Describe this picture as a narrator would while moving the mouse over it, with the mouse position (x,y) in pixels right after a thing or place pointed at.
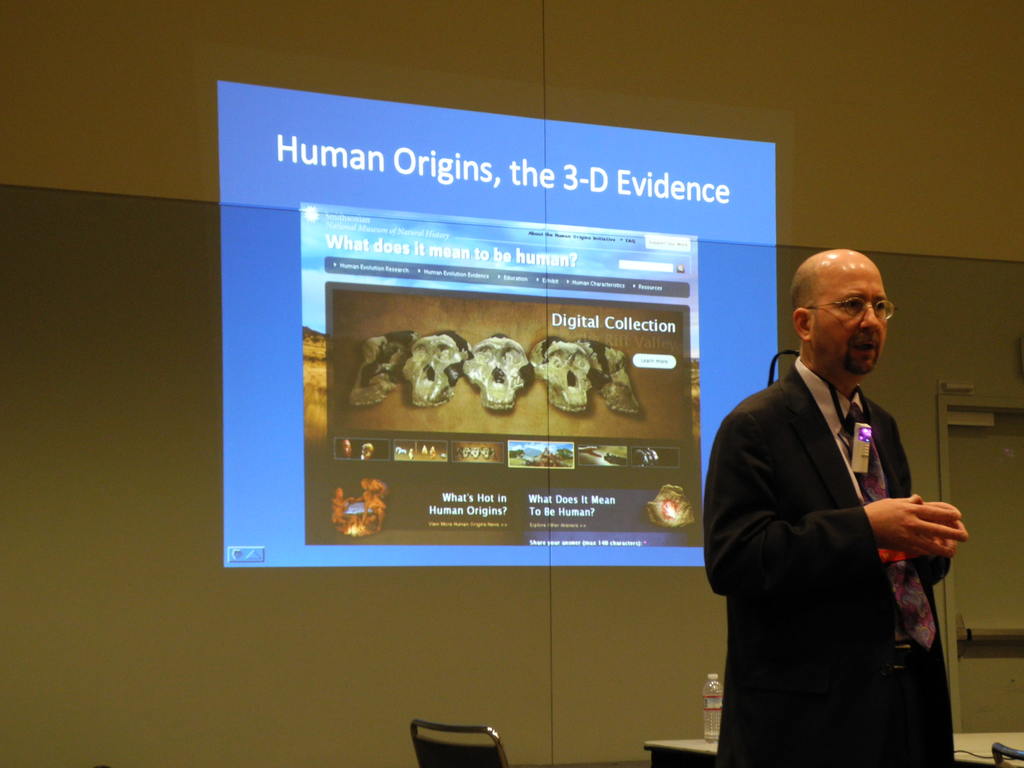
In this image we can see a man (863,649) standing. There is a table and we can see a bottle (707,705) placed on the table (700,748) and we can see a chair (463,765). In the background (125,548) there is a wall (216,279) and we can see a screen (453,295).
